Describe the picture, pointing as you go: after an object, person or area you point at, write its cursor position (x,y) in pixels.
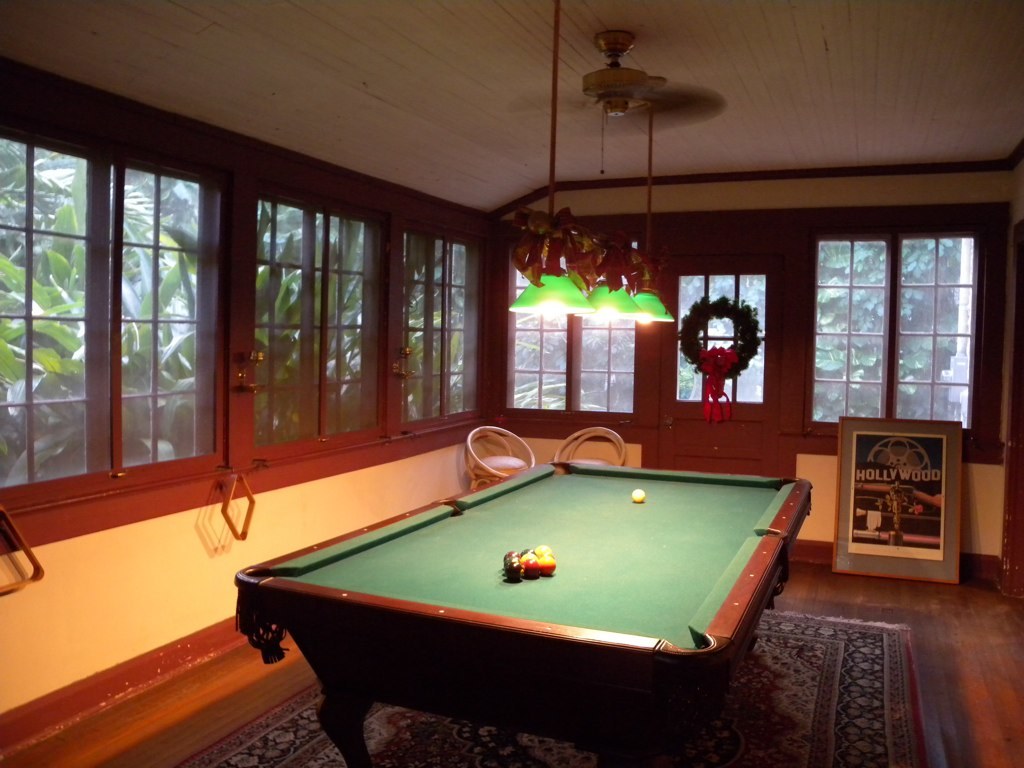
In this picture there is a snooker table (580,525), balls (530,552), carpet (874,679), wooden floor (970,608), picture (953,463), chairs (597,458), windows (924,309), garland (748,343), lights (655,309), fan (637,90) and objects (4,593). Floor (958,696) with carpet (844,685). On the table (599,560) there are balls (518,575). Through window (759,323) leaves (942,339) are visible.
